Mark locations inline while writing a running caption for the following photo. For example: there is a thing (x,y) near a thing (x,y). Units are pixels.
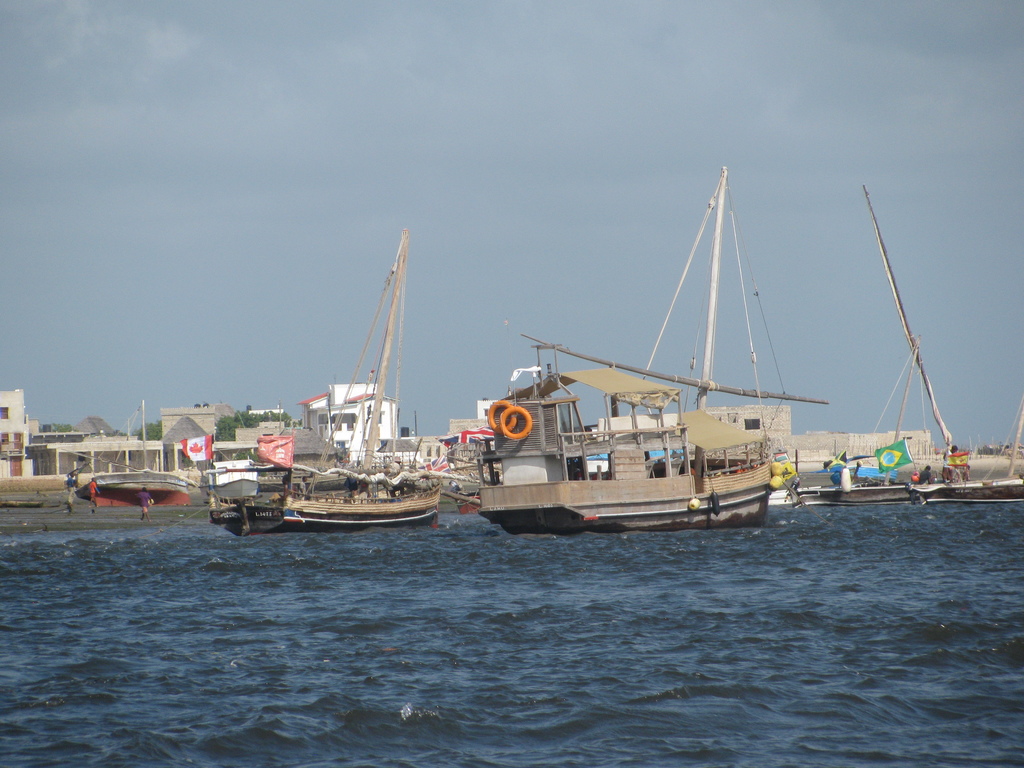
In this image we can see some boats (491,501) on the surface (512,536) of the river (537,634). In the background (140,465) we can see some buildings (193,433) and also trees (244,412). We can also see few persons (93,494). There is a cloudy sky (534,169).
